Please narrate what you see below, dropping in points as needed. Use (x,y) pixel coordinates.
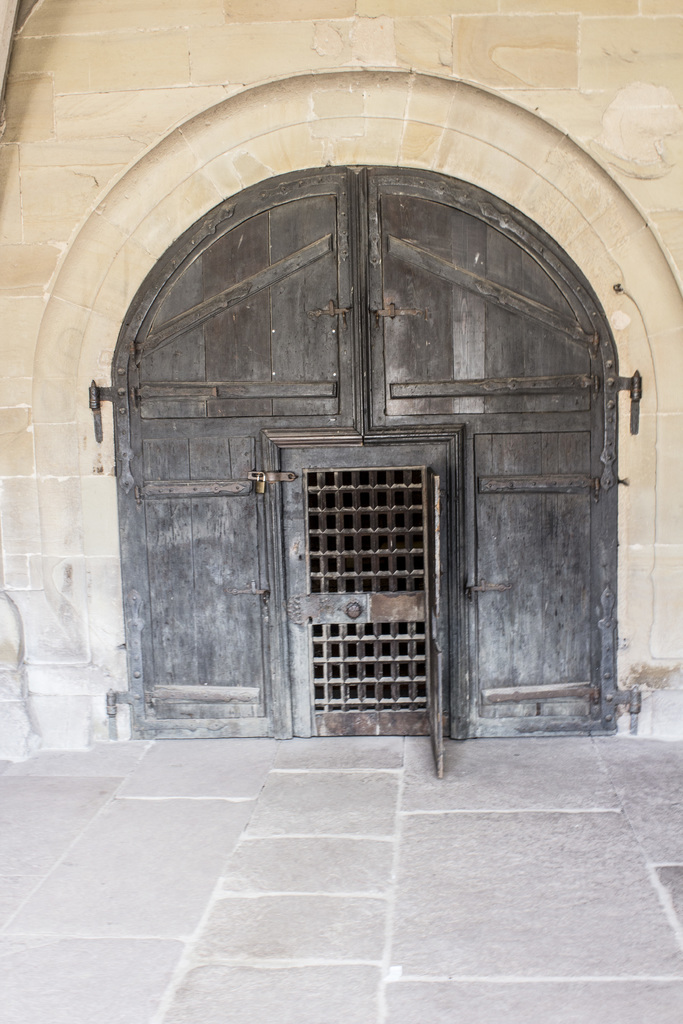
In this image there is a wall (42,549) and a wooden door (280,457). At the bottom of the image (206,933) there is a floor (349,864).
